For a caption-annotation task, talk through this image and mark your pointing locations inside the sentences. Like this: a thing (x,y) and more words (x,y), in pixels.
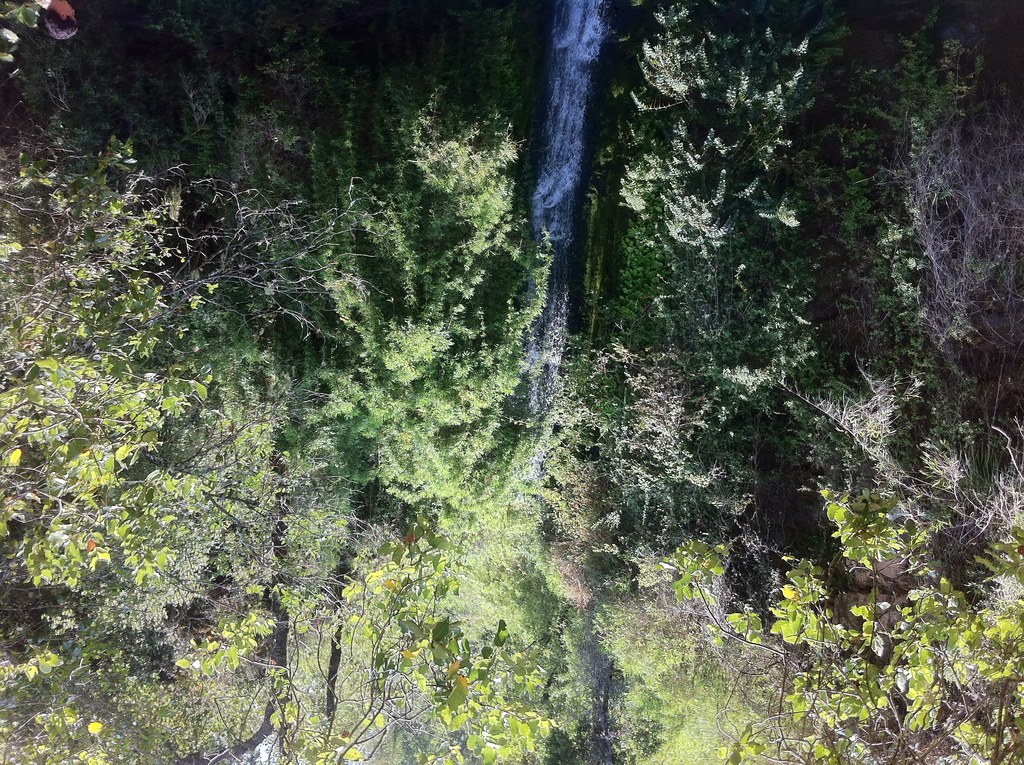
In this image we can see some trees (425,458) and the water (549,280) flowing.
